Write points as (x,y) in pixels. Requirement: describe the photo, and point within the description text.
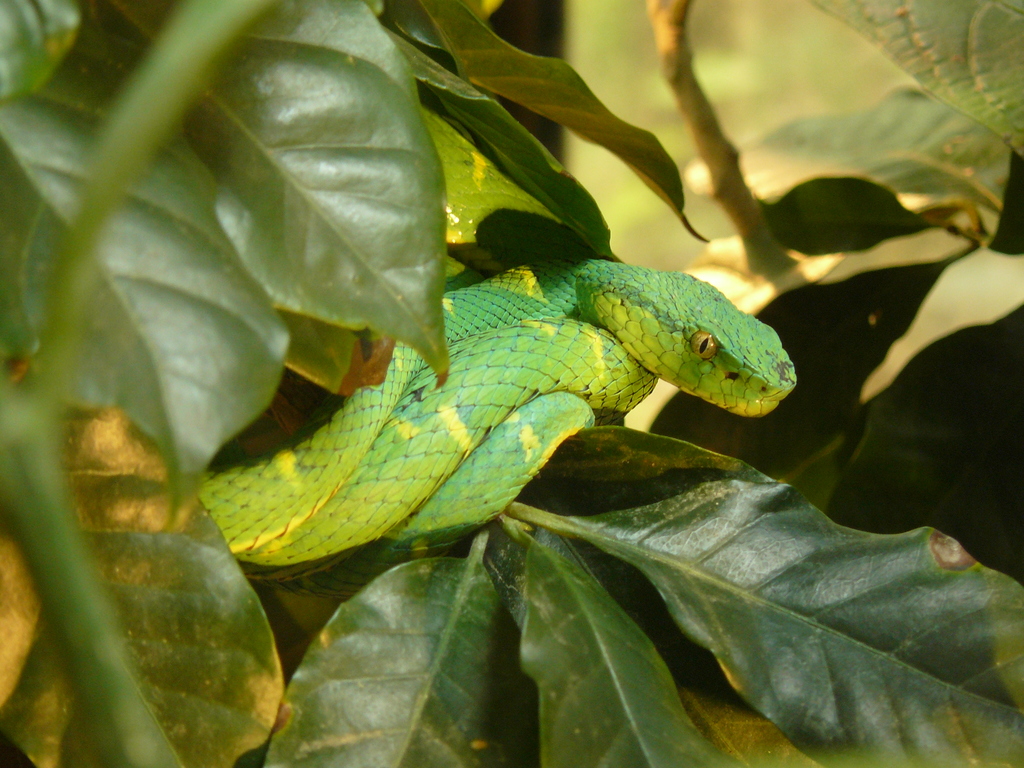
In this image I can see a green color snake (557,443) on a plant (558,448). Here I can see some leaves (718,605).
